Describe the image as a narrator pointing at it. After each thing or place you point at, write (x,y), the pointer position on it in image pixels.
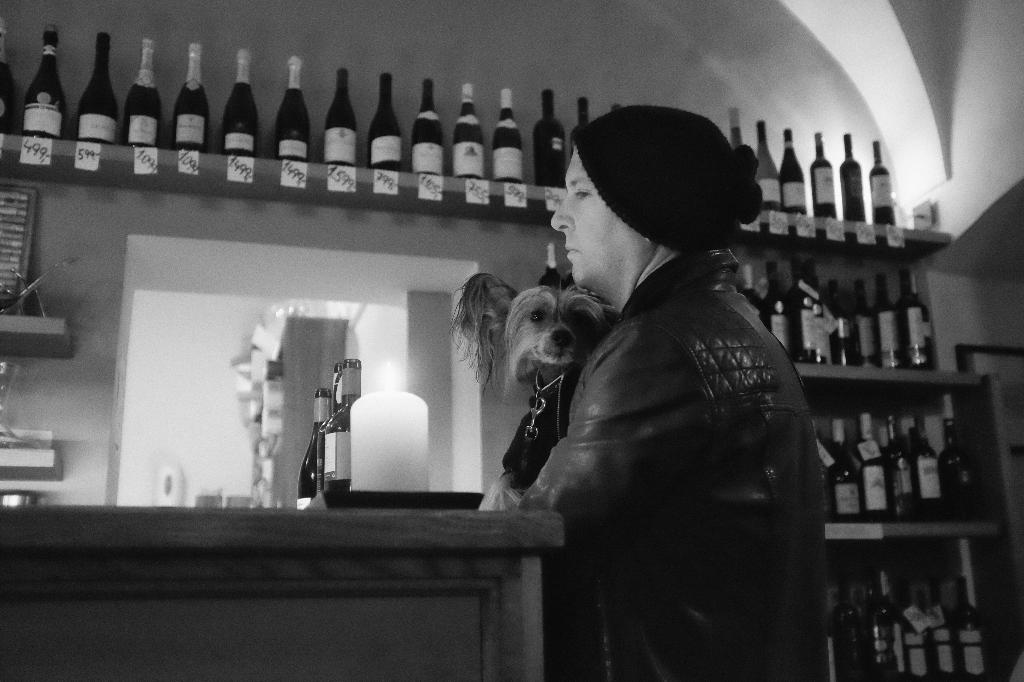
He is a man (587,518) holding a dog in his hand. These are wine bottles (793,262). This is a wooden table (505,557) where a few wine bottles (305,470) are kept on it.
